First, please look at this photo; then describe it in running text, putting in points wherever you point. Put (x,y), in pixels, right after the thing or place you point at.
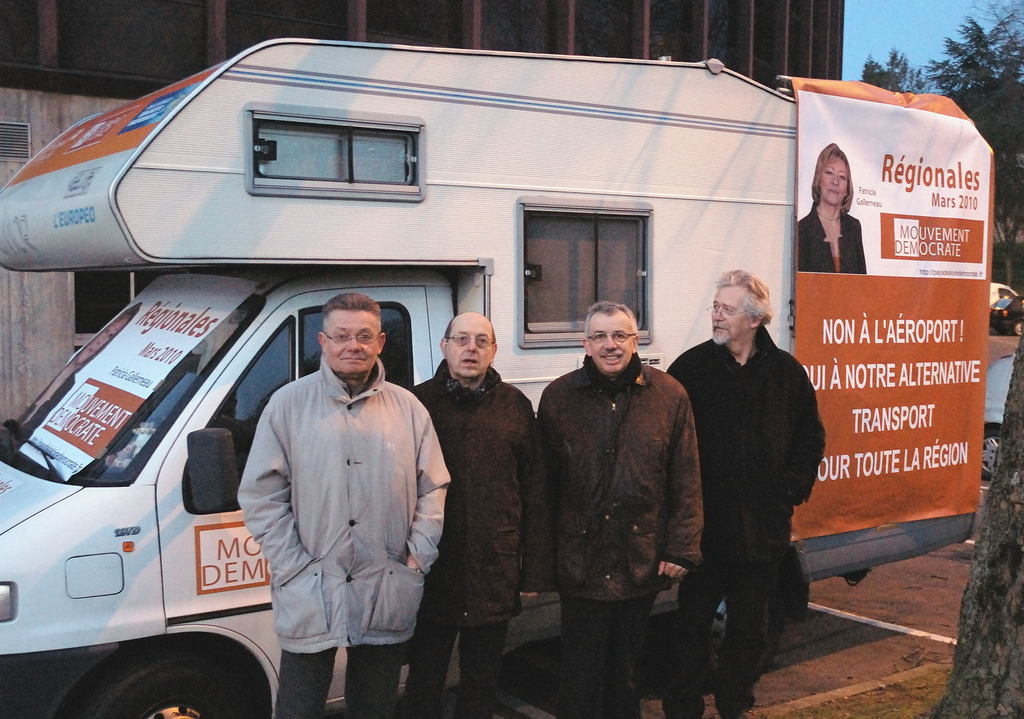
In this image I can see four people (537,516) standing in-front of the vehicle (566,229). These people (645,434) are wearing the different color dresses (530,503). And I can see the banner (849,256) is attached to the vehicle (468,200). In the back (459,16) I can see the building (681,8), trees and the blue sky (860,24).
